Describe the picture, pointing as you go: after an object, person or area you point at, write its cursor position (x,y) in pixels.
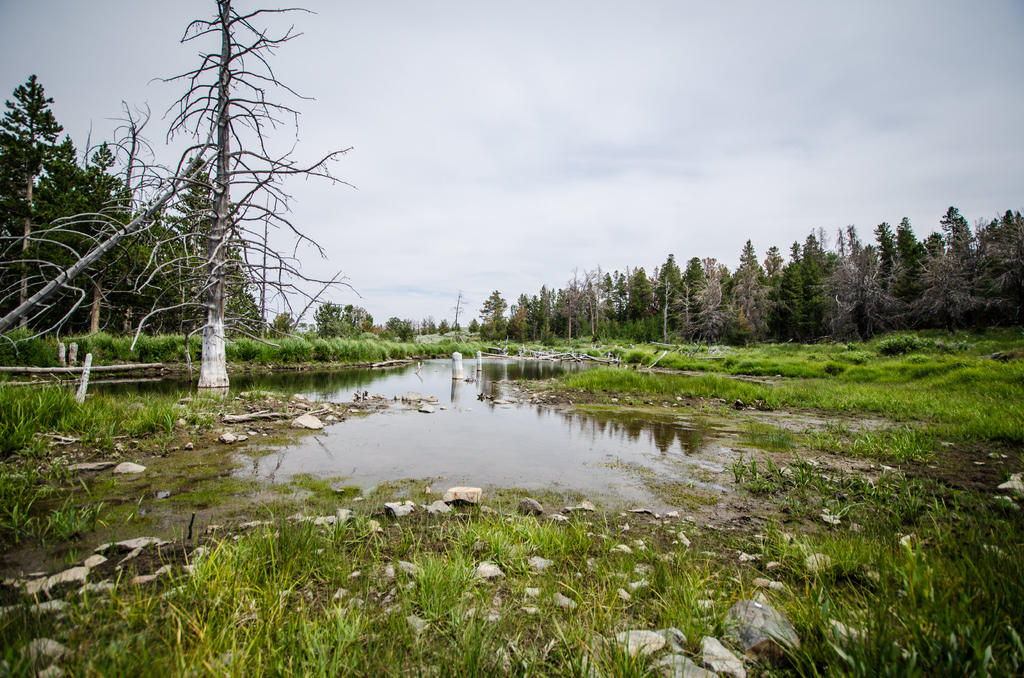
Here we can see water (461,445), grass (722,375), stones (729,653), and plants (361,342). In the background (485,331) there are trees (911,299) and sky (554,182).
